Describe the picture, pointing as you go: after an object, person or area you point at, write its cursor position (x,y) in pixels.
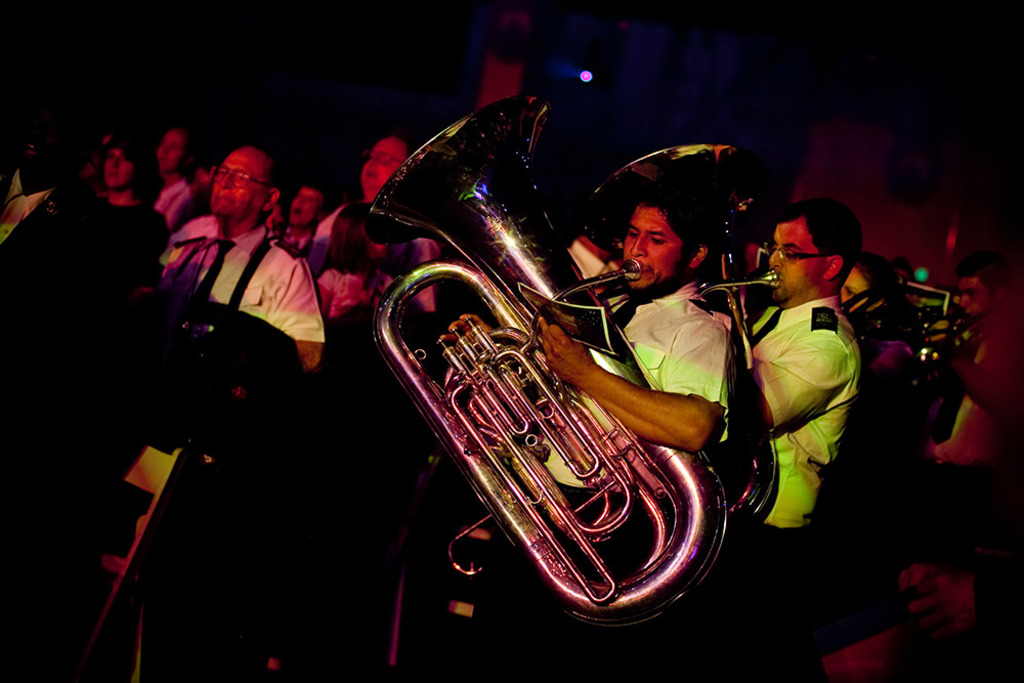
In this image, in the middle (656,317) there is a man (681,337), he is playing a tuba (491,233). In the background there are people (836,408), they are playing musical instruments (733,307). In the background (946,275) there are lights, wall (904,192).
